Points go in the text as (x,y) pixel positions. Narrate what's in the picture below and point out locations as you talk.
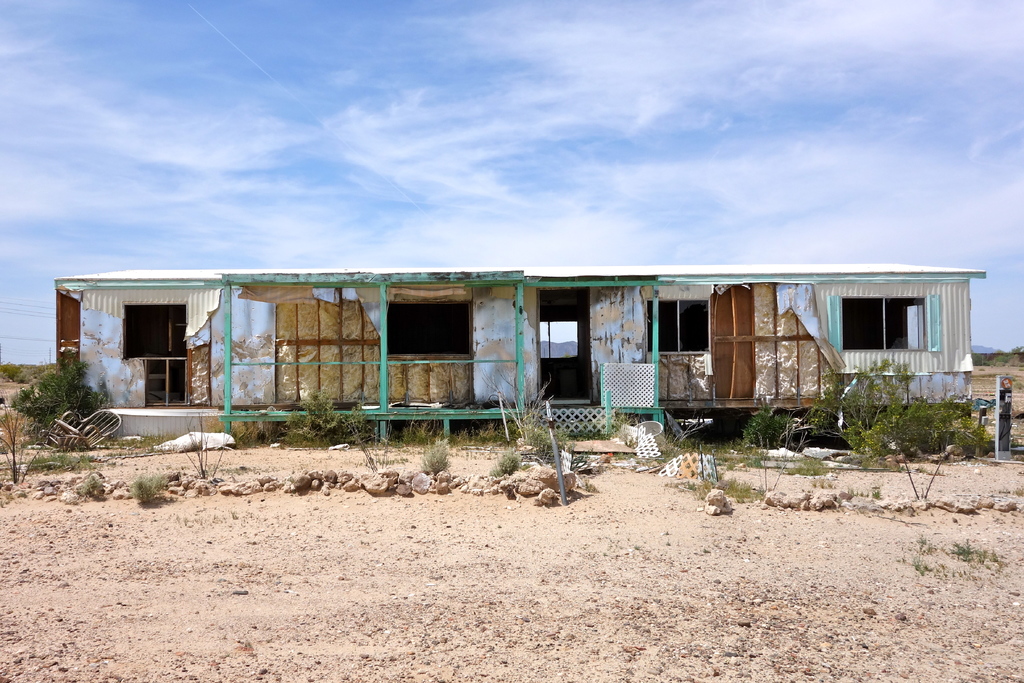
This is an outside view. In the middle of the image (453,337) there is a shed (603,330). In front of this shed (504,337) there are many stones (322,486) and plants (520,424) on the ground (568,608). At the top of the image (534,98) I can see the sky (452,120) and clouds (516,242).
